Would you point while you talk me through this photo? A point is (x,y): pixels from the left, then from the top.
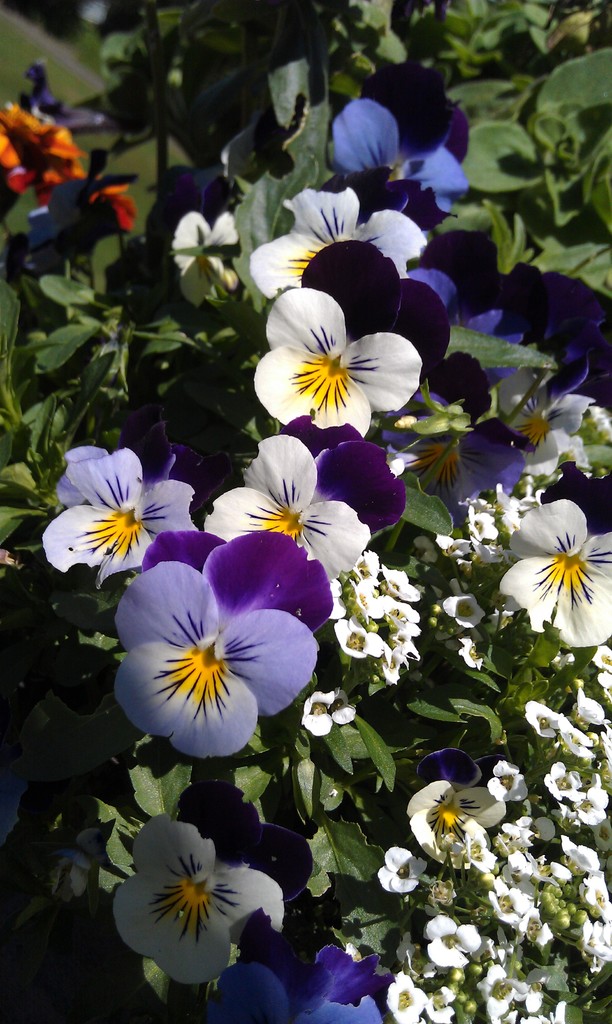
There are pansy flower plants (409,365).
